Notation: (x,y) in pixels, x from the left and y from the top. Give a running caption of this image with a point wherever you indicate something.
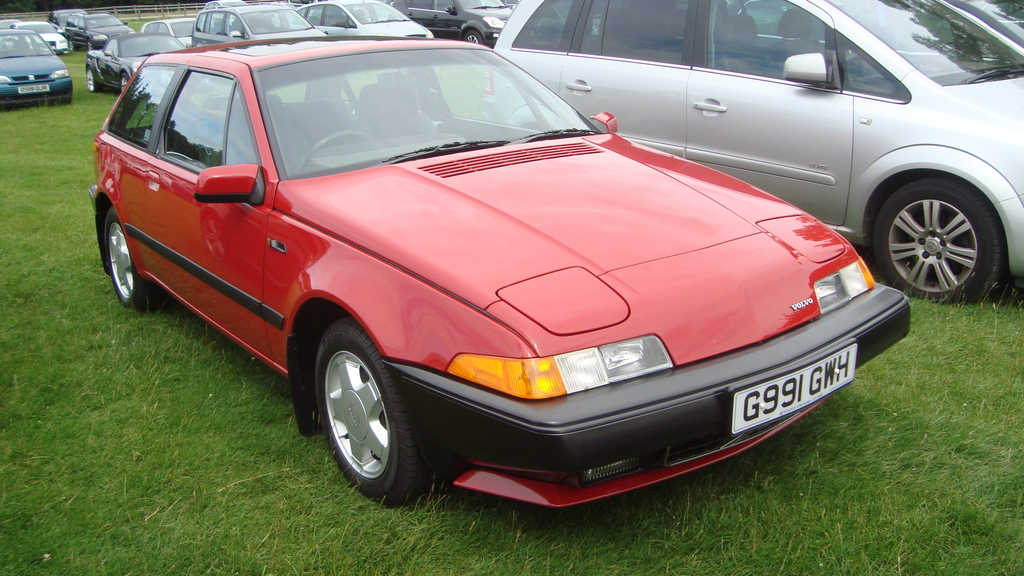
In this image there are cars (348,134). At the bottom of the image (227,491) there is grass (195,521) on the surface (194,516). In the background of the image (164,14) there is a metal fence (150,11).
